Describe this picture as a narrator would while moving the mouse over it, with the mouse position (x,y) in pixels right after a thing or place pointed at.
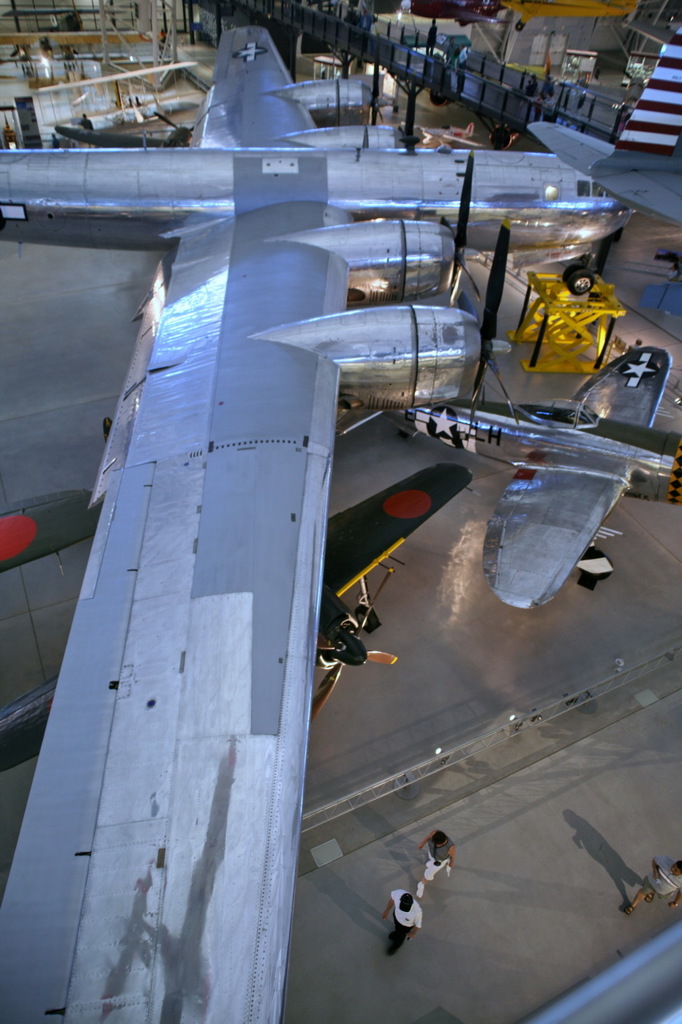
in this picture I can see a aeroplane (340,223) and couple of small planes (401,491) and few people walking and we see a lifting up stand (541,279) and picture looks like a aeroplane museum (662,817).
